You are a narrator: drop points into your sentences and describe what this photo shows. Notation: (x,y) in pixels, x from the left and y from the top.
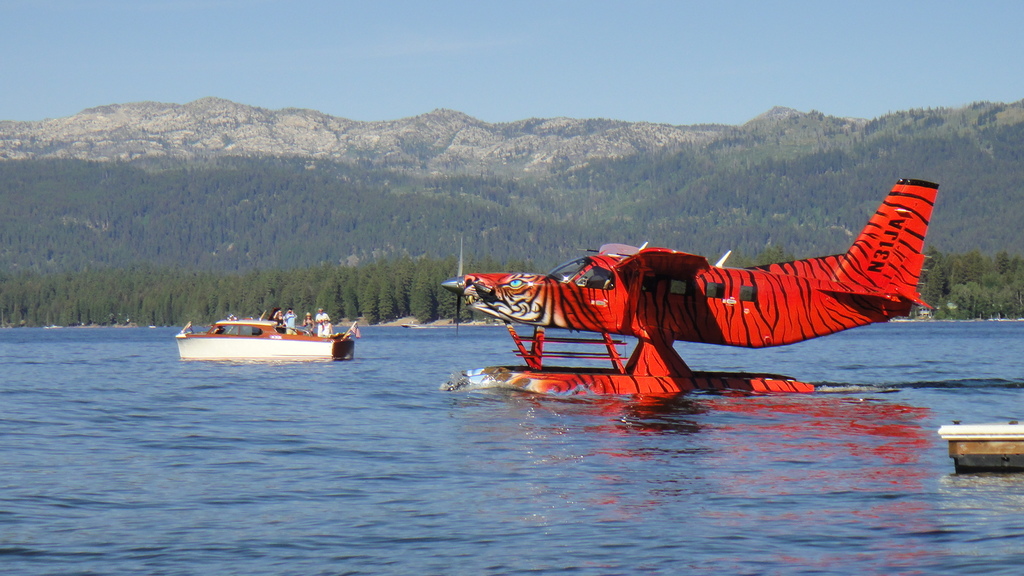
In the center of the image (495,292) we can see one boat (309,344) and one airplane (662,349) on the water (410,332). In the boat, we can see one flag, four persons (327,322) are standing and a few other objects (291,332). On the right side of the image (961,436), we can see one object (963,434). In the background (309,52) we can see the sky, hills (428,216), trees (425,228), water (303,407) and a few other objects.
